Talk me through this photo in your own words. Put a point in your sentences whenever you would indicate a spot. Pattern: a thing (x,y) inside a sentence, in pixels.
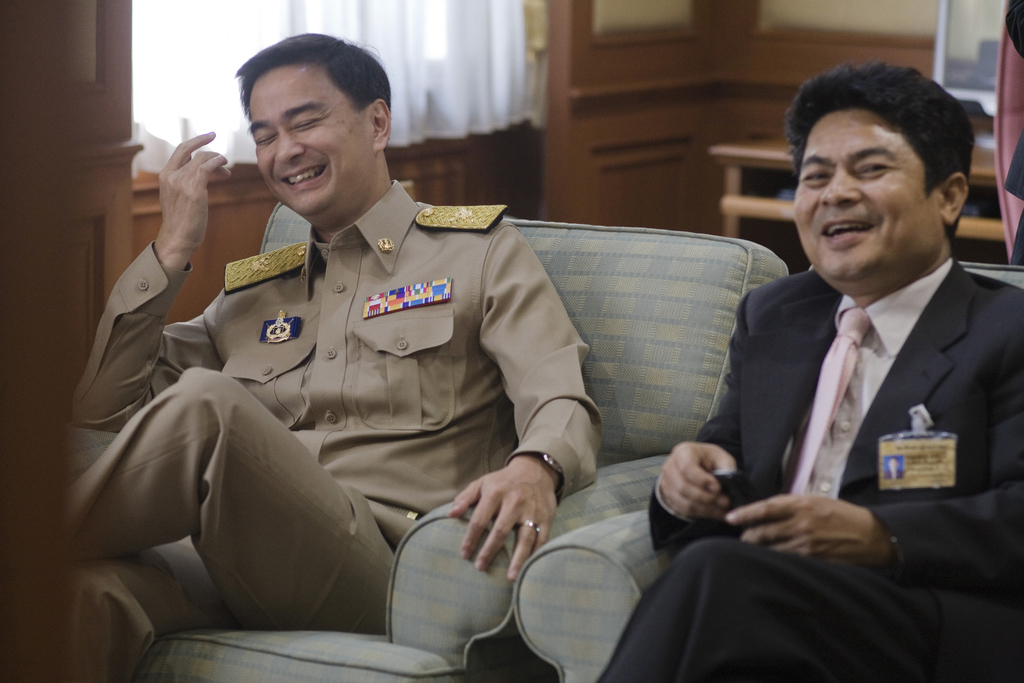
In this picture there are two men (362,232) on the right (699,476) and left side of the image (224,312), on the sofa (676,272) and there is a table (717,148), portrait (963,36), and curtain (543,80) in the background area of the image (543,80).
